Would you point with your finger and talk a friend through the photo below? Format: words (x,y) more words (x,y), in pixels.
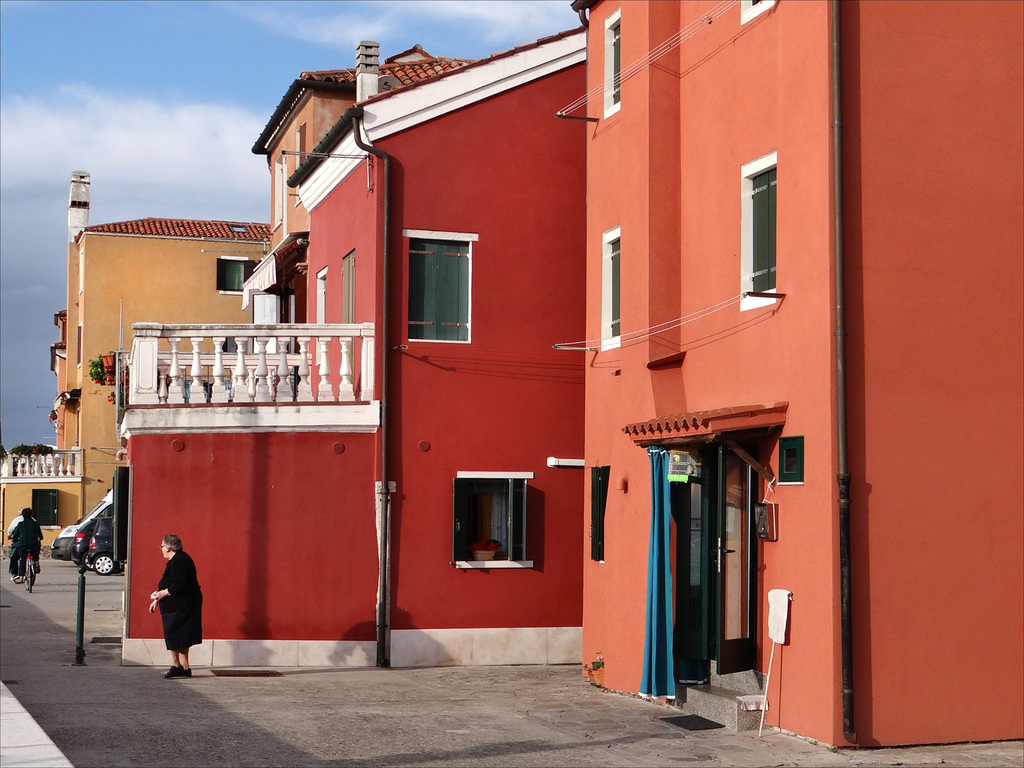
In the given image i can see a buildings (453,252) with windows (45,516), plants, people (27,516), vehicles (58,536), door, curtain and in the background (157,78) i can see the sky (133,95).
